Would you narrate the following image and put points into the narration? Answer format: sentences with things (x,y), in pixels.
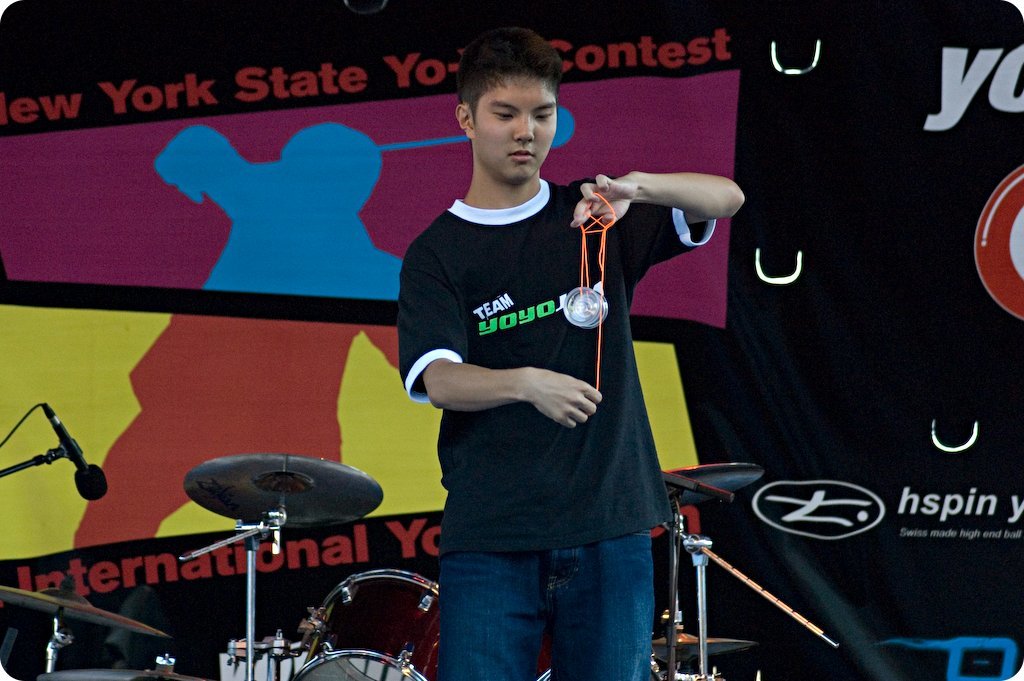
In this picture I can see there is a man (526,358) standing and he is holding a thread (602,276) and looking at it. He is wearing a black shirt (573,354) and there is a drum set (250,680) and a microphone (80,457) attached to the microphone stand (51,459) and in the backdrop (189,392) there is a colorful banner (479,34).
